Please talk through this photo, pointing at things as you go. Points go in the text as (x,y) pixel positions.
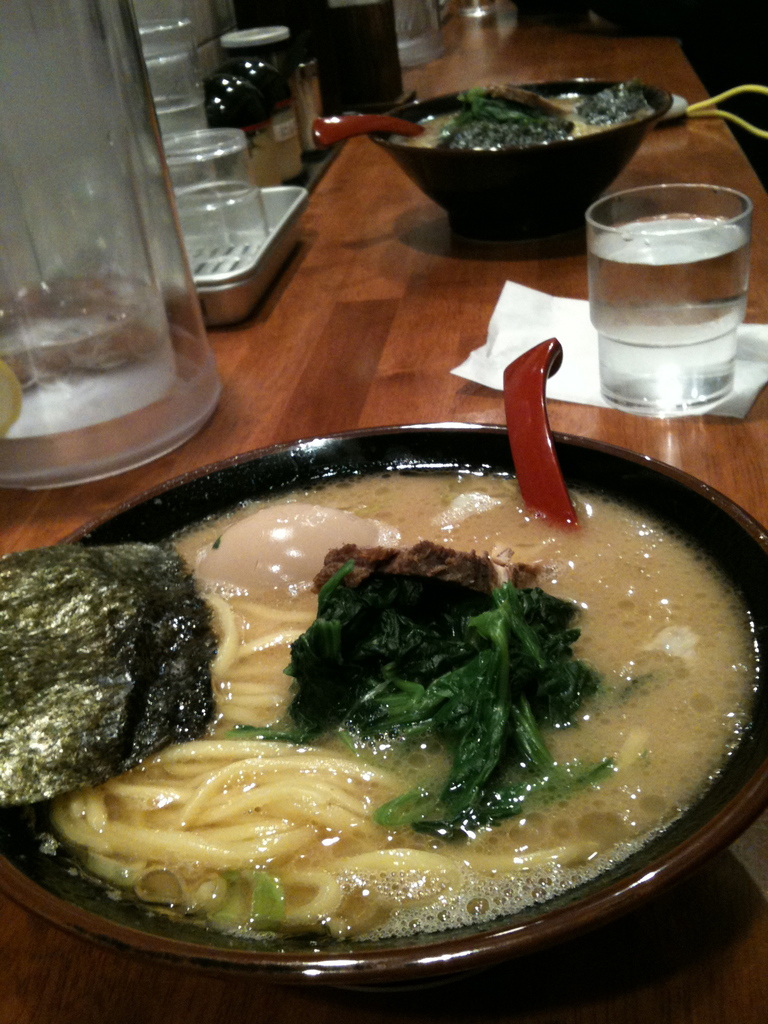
In this image we can see some food (401,764) in the bowls (372,748). There are many bottles (229,109) at the left side of the image (235,121). There is a liquid (673,271) in the glass (676,299) in the image. There is a table (378,318) in the image.
